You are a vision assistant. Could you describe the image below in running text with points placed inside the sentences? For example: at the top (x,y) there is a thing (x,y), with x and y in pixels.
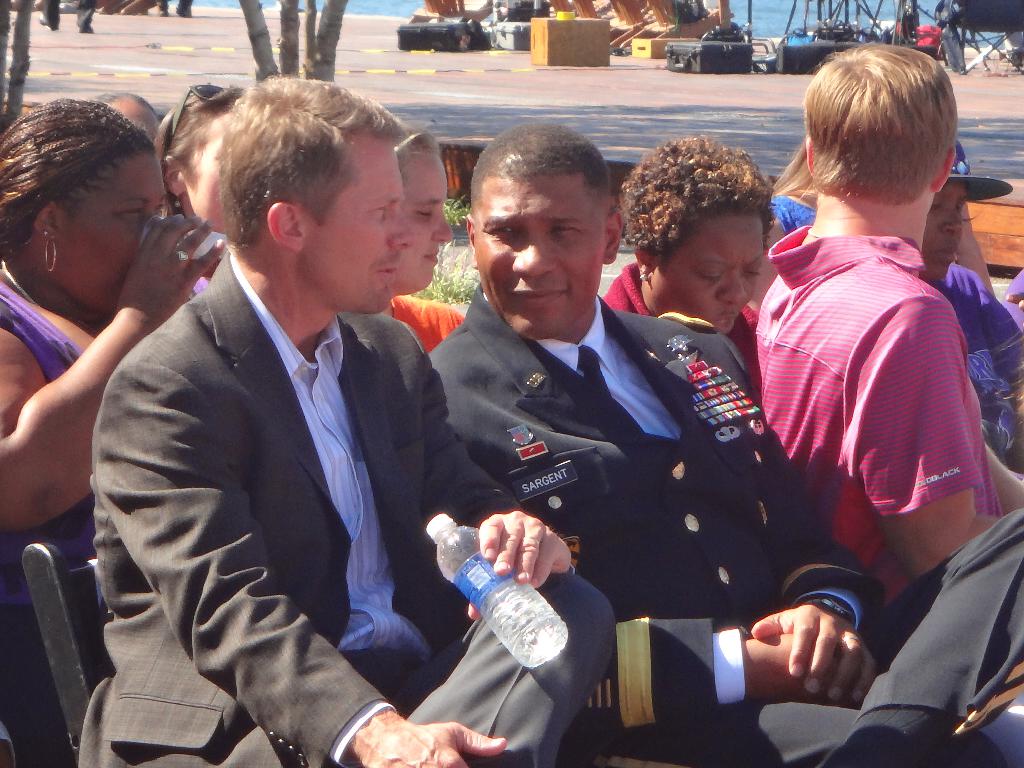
In this image some people (431,622) are sitting on the chairs (59,595) and at the background (297,25) there are trees (294,5) and we can see road (632,92) and some objects (696,64) were on it and there is water (772,16) at the background (773,14).
